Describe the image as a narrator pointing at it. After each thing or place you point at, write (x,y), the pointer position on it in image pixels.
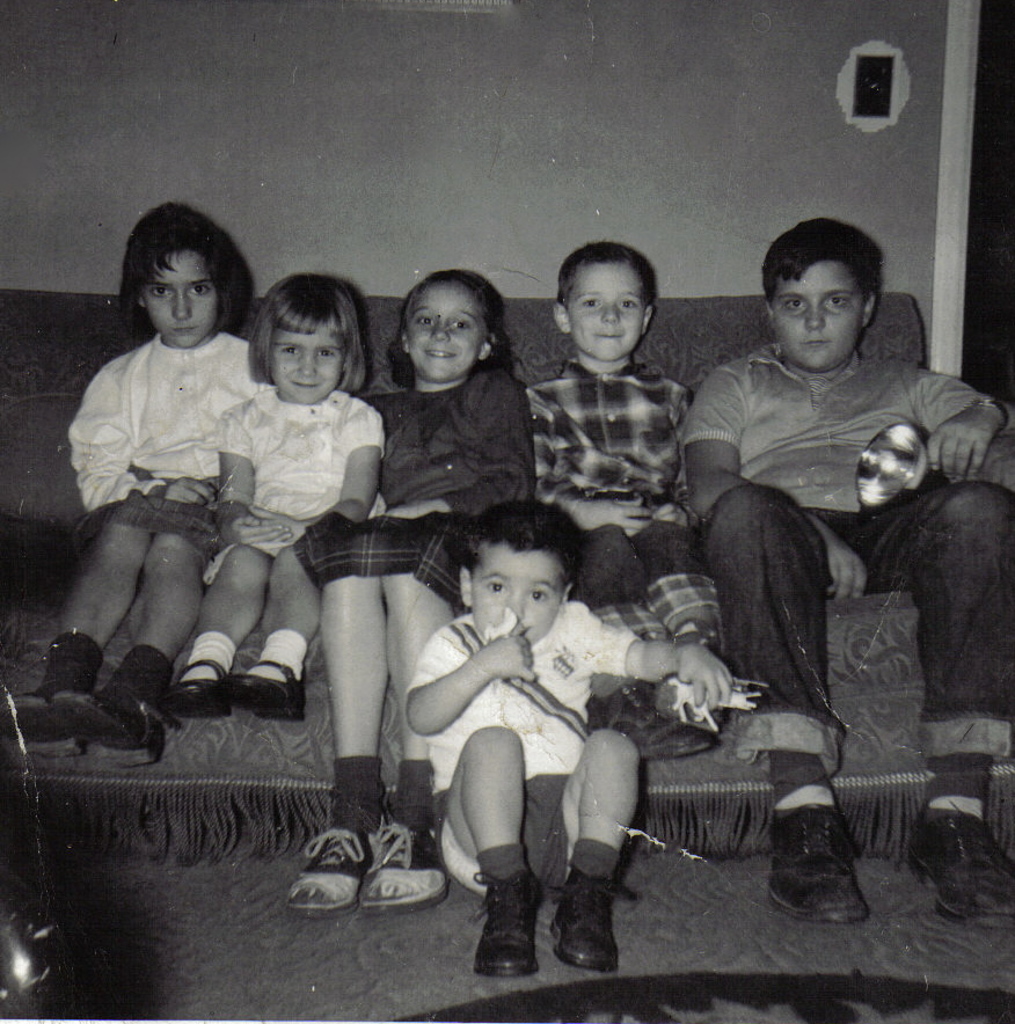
In this image we can see children (431,446) sitting on the couch (52,347) and a child (556,703) sitting on the floor (667,950) and holding an object (684,700) and there is an object (851,118) on the wall (842,117) in the background (892,89).
